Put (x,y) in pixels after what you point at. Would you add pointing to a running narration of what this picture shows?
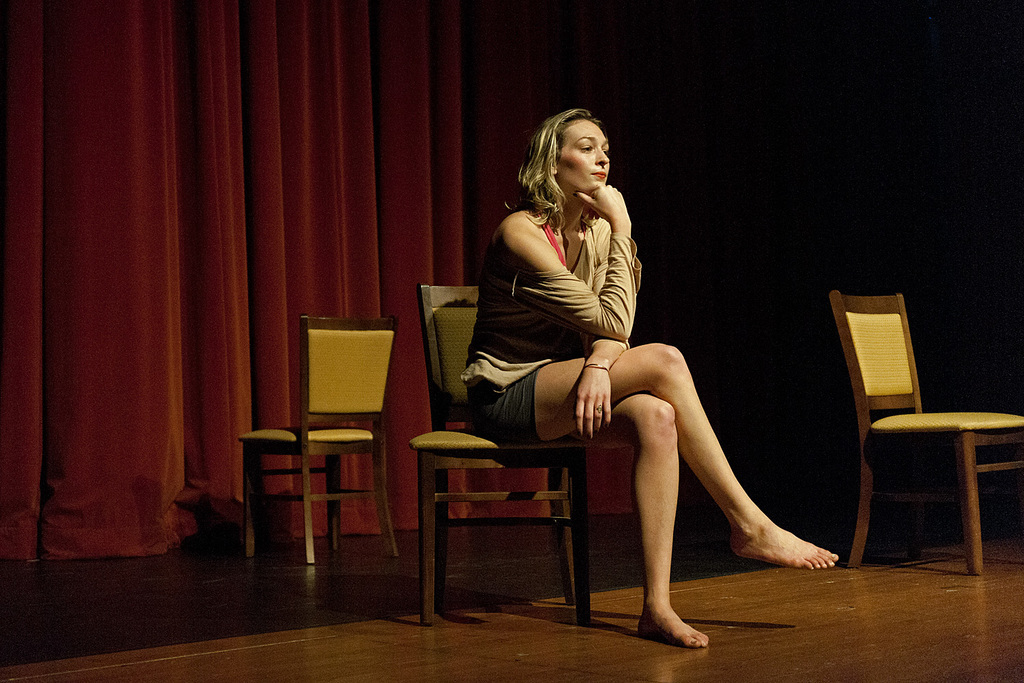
In this picture we can see a woman (515,318) seated on the chair (445,334) in the background (334,191) we can see curtains (368,207).
